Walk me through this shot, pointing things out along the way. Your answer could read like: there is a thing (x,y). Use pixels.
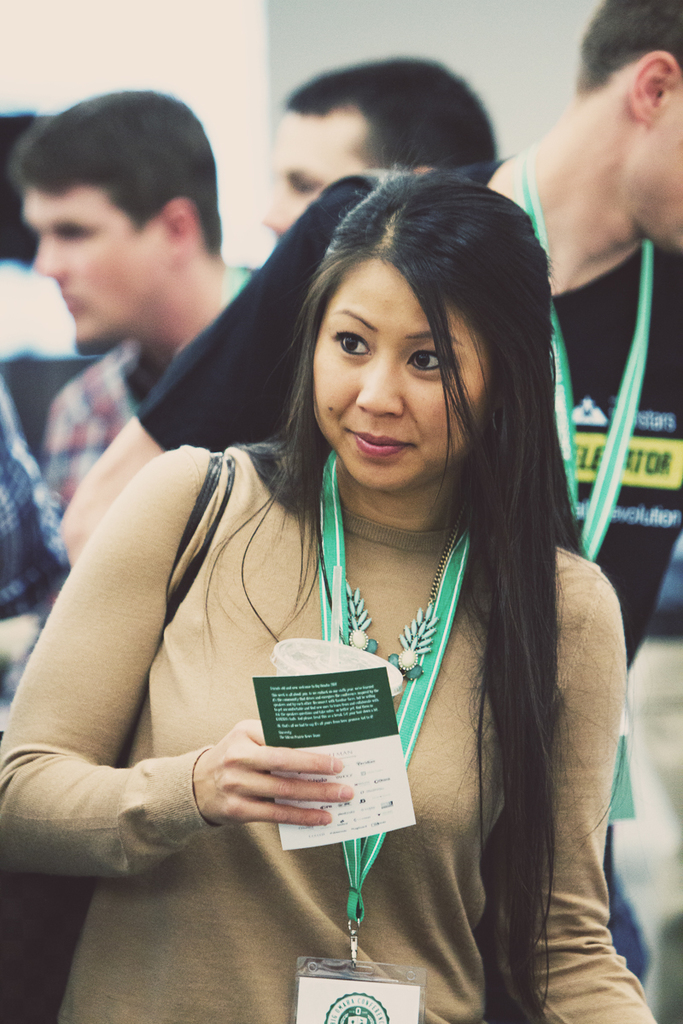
There is a woman (462,715) standing and holding a cup (320,662) and a paper (337,725) in her hand (327,759) and there are few other persons (294,242) behind her.
